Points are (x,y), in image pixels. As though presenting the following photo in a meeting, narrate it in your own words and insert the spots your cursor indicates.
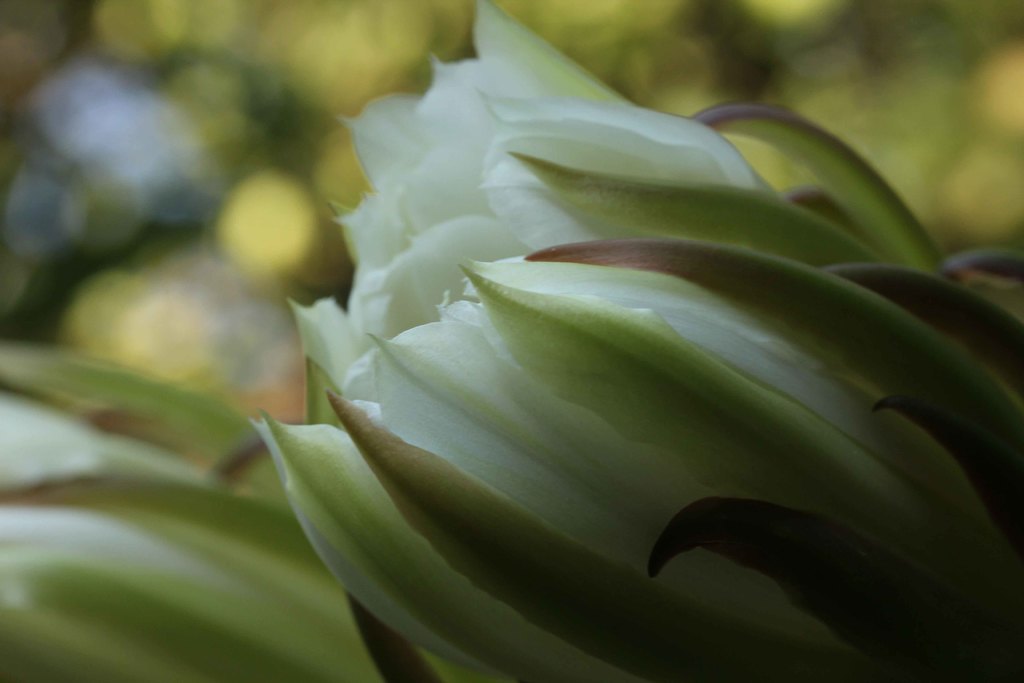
As we can see in the image in the front (494,374) there are white color flowers (446,425) and the background (94,114) is blurred.
